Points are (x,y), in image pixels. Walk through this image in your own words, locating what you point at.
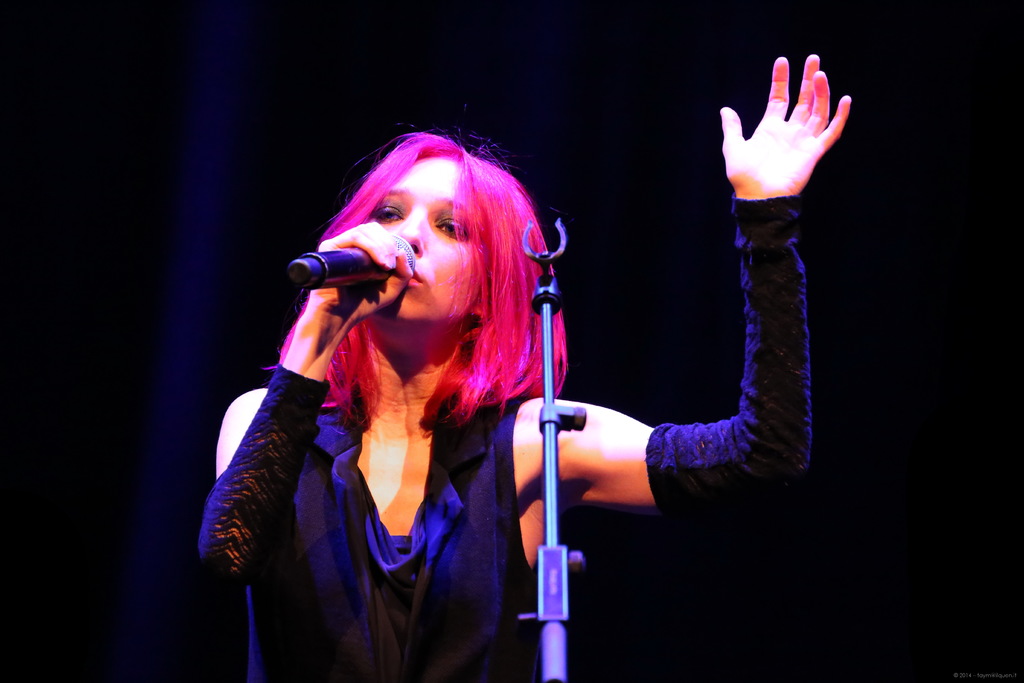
In this picture there is a woman (427,382) singing on the mike (327,267). She is wearing black clothes (434,467). Before her, there is a mike stand (547,491) and the background (638,224) is dark.
